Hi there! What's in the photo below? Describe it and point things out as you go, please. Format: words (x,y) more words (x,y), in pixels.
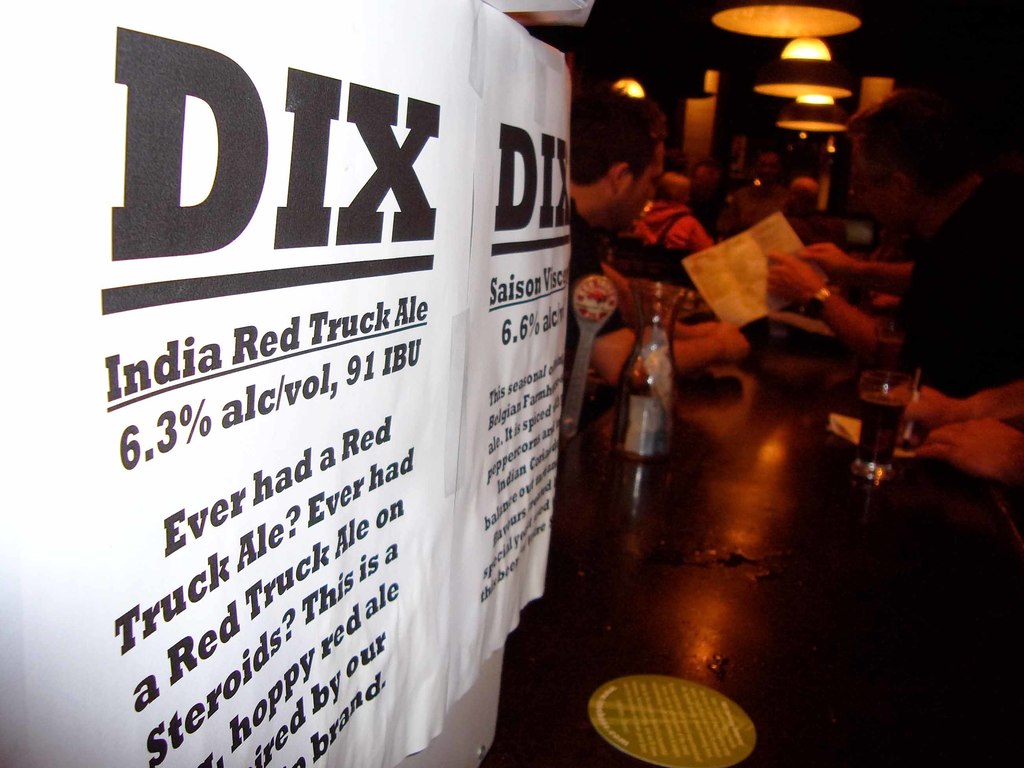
On the left (185,208) there are posters (205,337). In the center of the picture (679,463) there is a table (760,322), on the table (685,398) there are bottle (665,374), glass (881,382) and other objects (666,684). In the center of the background (940,187) there are people (780,264) sitting at the table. At the top (804,63) there are lights (805,108).
